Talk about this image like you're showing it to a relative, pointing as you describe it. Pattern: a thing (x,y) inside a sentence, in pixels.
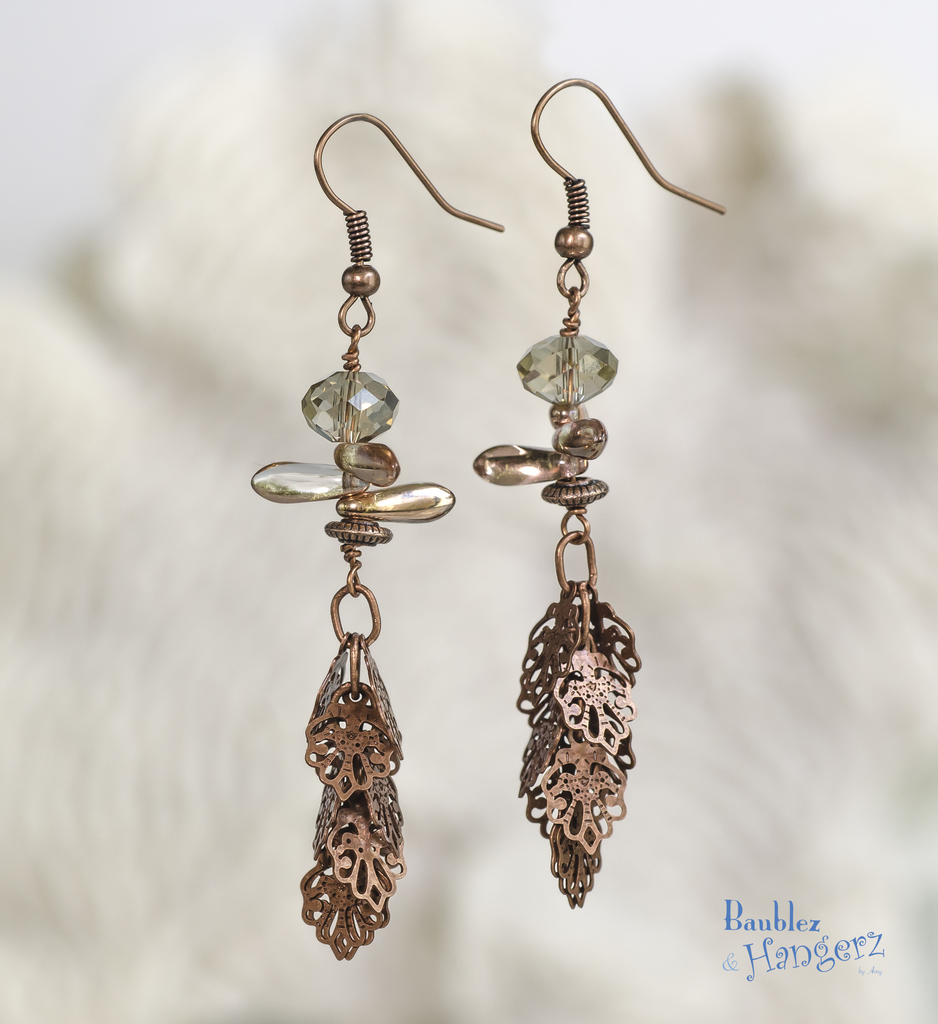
In this image there is a pair of earrings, and there is blur background (843,722) and a watermark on the image.
